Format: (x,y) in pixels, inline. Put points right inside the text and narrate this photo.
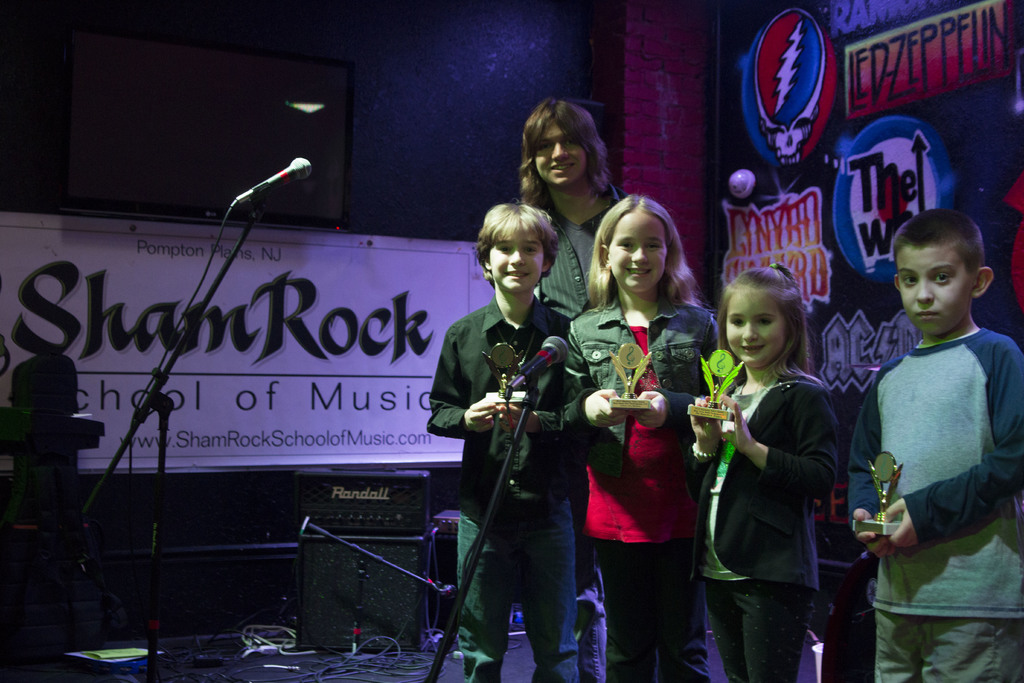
In this picture we can observe four children (594,331). Behind them there is a person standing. We can observe prizes (710,411) in their hands (652,400). We can observe two girls (607,358) and two boys (513,275). There are two mics (495,494) on the floor (194,635). In the background (312,602) there are speakers (321,560). We can observe a screen (229,157) fixed to the wall (402,117).
